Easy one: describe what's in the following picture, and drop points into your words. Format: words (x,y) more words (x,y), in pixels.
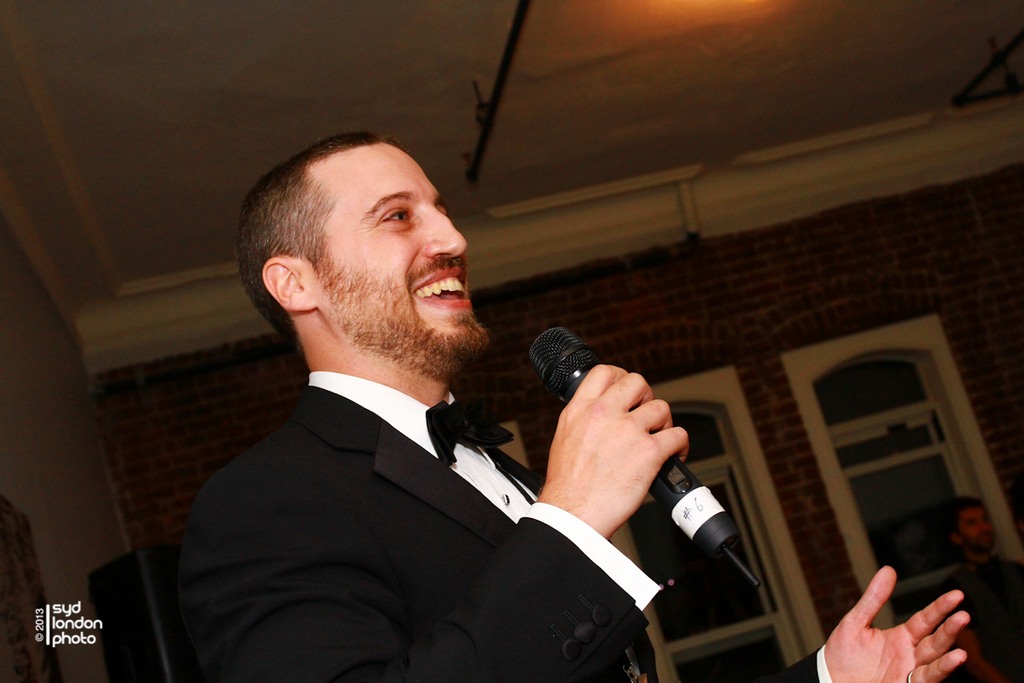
In this picture we can see man (584,535) standing and holding mic (568,382) in his hand (647,385) and talking on it in background (285,398) we can see other person (960,581), window (831,441), wall (797,317) and this person (561,509) wore blazer (397,525) and ribbon (483,436) to it.
